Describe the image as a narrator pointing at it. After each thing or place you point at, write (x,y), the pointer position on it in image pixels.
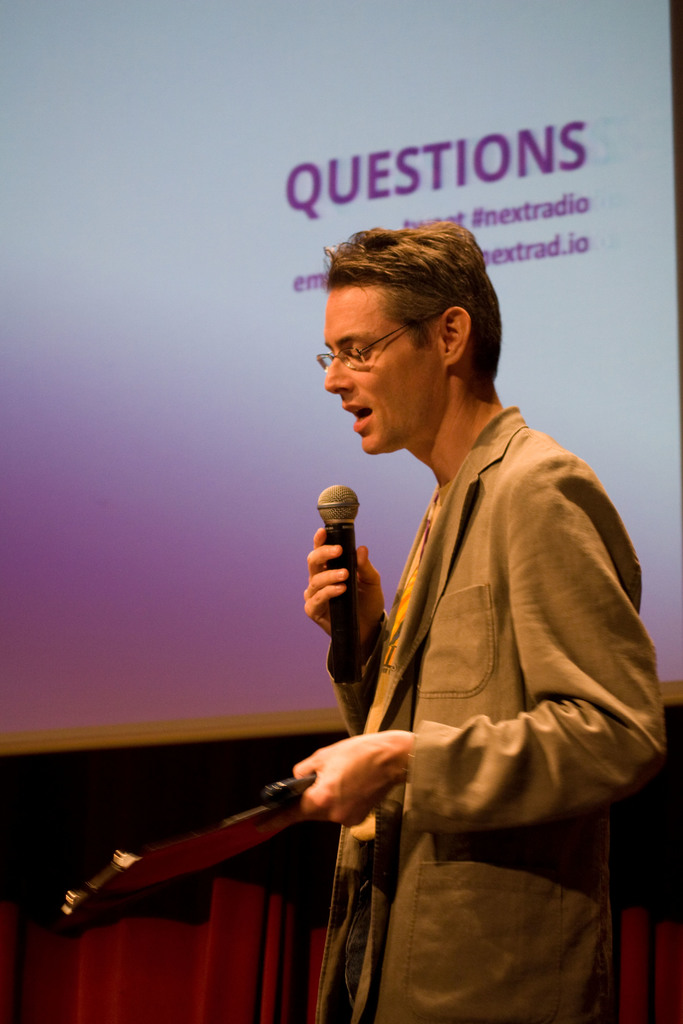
In this image I can see a man (571,643) and he is holding a mic (342,594) in his hand (342,567).
